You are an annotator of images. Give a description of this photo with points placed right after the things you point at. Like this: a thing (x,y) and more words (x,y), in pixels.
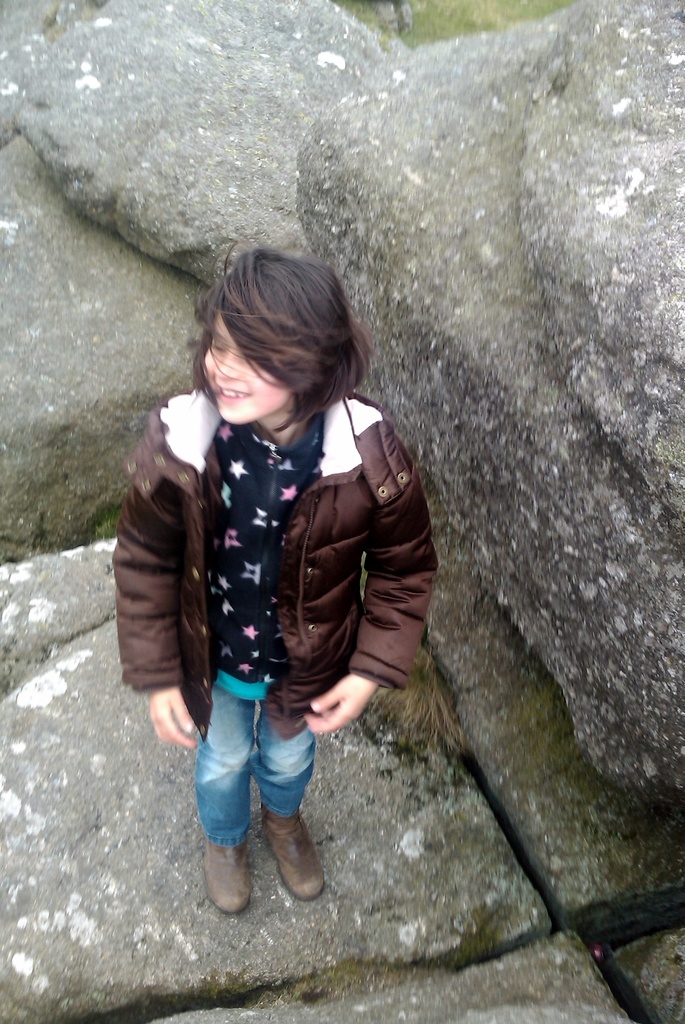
In the center of the image (295,573) we can see a girl (285,476) standing. She is wearing a jacket (291,577). In the background (487,271) there are rocks (159,261).
